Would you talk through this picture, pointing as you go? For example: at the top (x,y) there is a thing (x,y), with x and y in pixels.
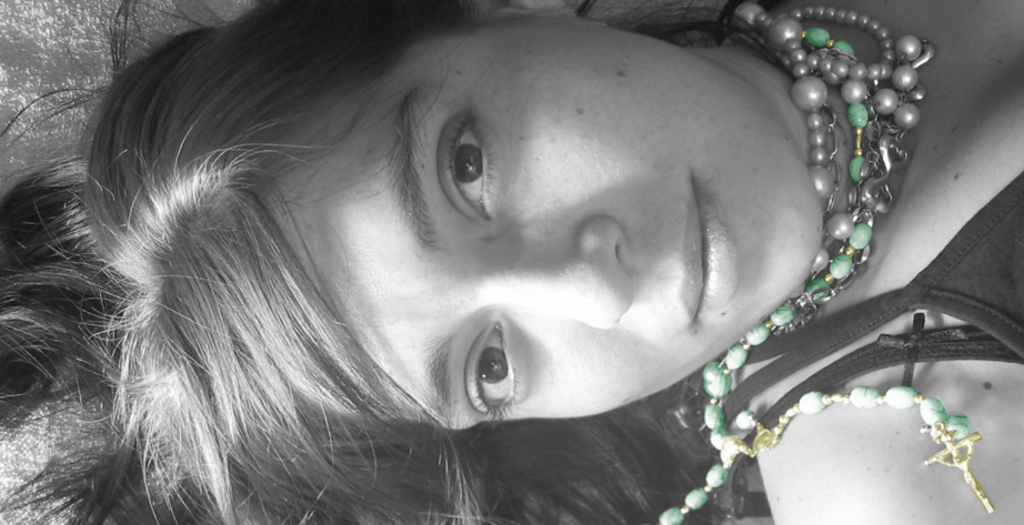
There is a women (929,289) in a strappy top (897,290), wearing beads necklace (820,57), and lying down. The background (24,36) is grey in color.
